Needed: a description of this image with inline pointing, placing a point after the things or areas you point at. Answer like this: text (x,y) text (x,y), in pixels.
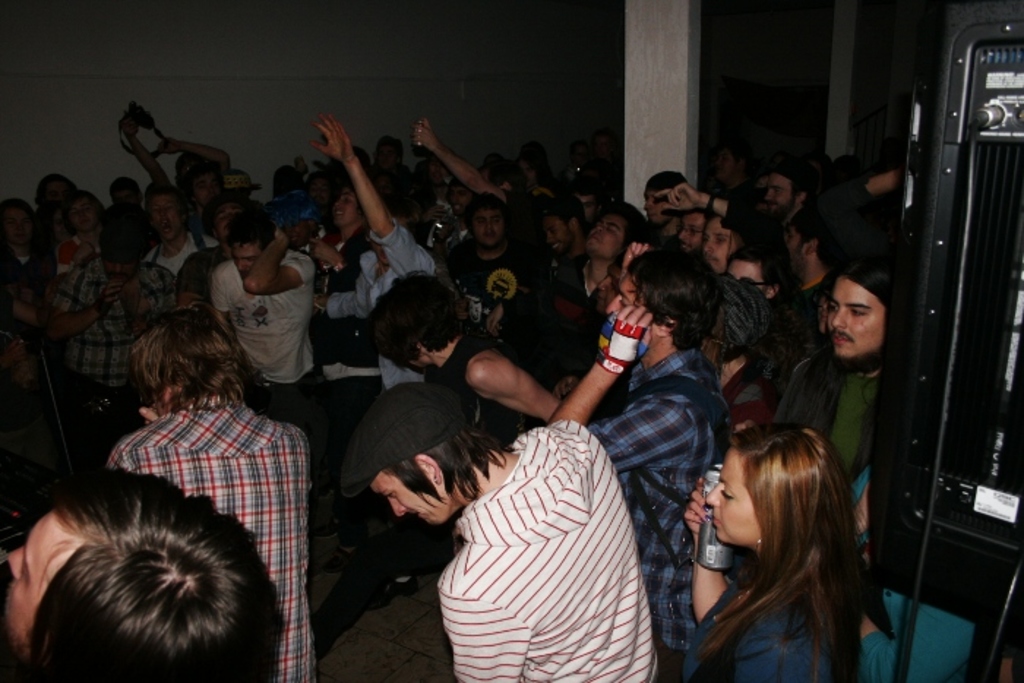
In the foreground of this image (344,497), there are people (321,467) standing and few (393,354) are dancing. We can also see two (733,529) are holding tins (713,548). On the right (954,354), there is an object (951,291). In the background (147,147), there is a man (193,146) holding a camera (146,127) and the wall (191,62).
